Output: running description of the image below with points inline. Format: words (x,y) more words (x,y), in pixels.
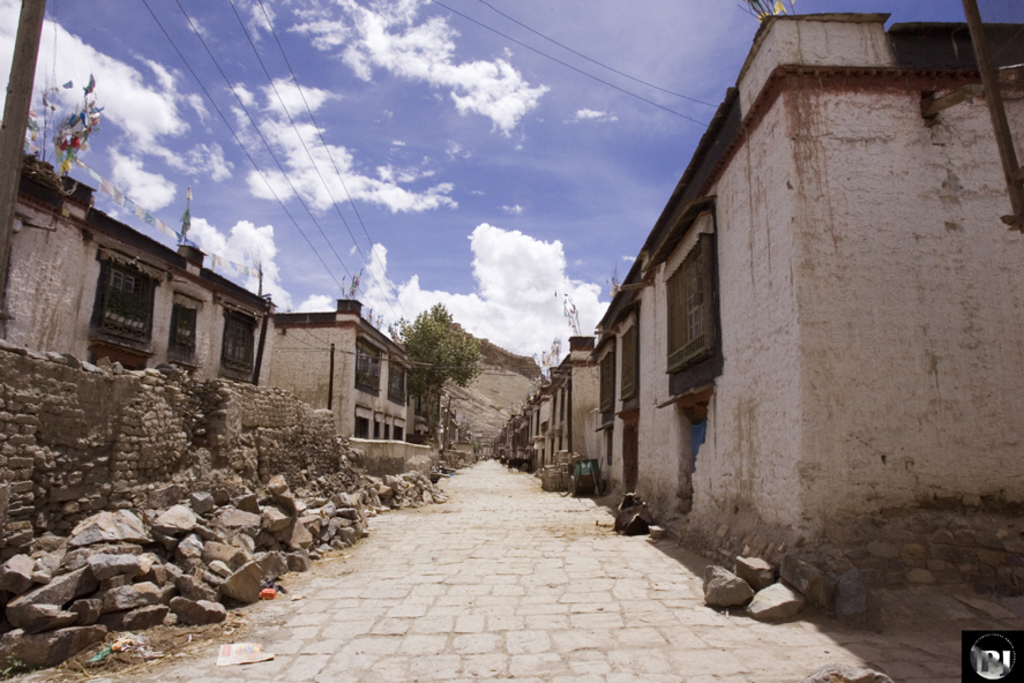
In this image on the right side (822,387) and left side there are some houses (845,354), trees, poles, windows (609,380), and there are some rocks (142,521) and wall (394,454). And also we could see plants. At the bottom (498,597) there is a road (462,594), and at the top (427,101) there is sky (360,111) and some wires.
